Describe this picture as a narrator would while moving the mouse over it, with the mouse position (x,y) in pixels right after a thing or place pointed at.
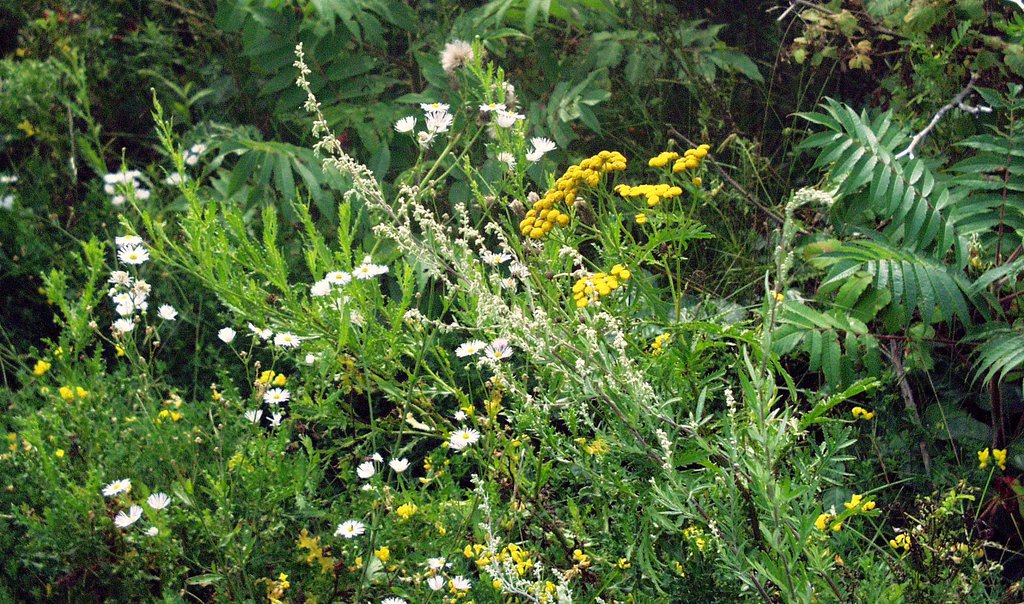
Here in this picture we can see flowers (540,247) present on plants (331,293) and we can also see trees (408,6) present over there.
